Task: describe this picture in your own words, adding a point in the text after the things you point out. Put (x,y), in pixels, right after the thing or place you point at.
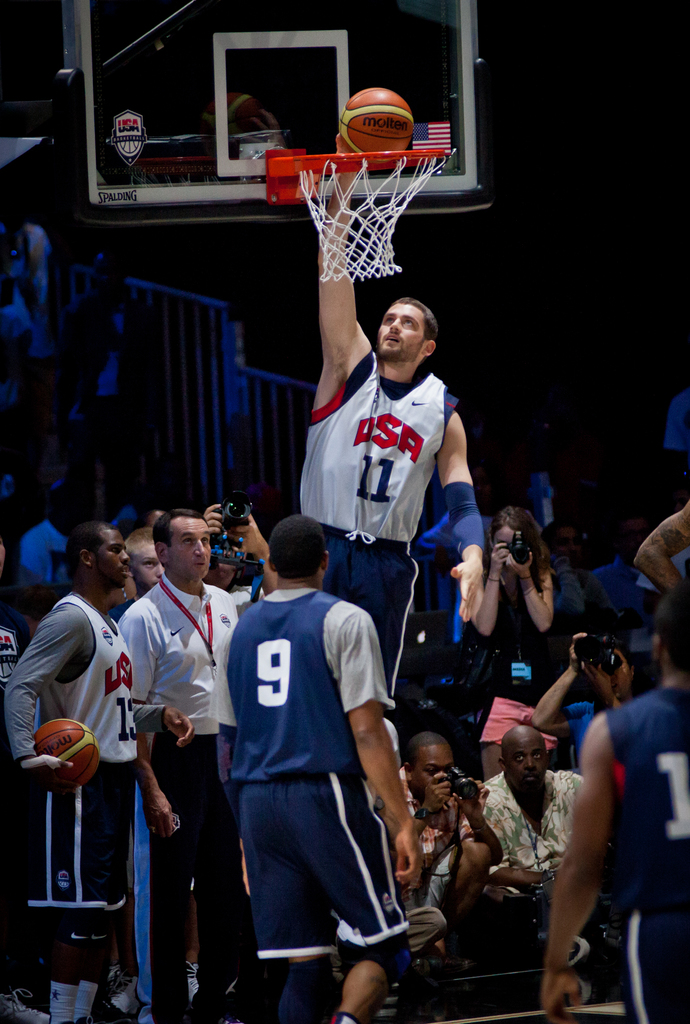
In this picture there are people (126,781) those who are standing in the center of the image (279,522) and some of them are taking photos and there is a man (418,321) who is jumping at the top side of the image (380,332), he is about to hit the ball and there is a basketball board (235,143) at the top side of the image (223,47).
